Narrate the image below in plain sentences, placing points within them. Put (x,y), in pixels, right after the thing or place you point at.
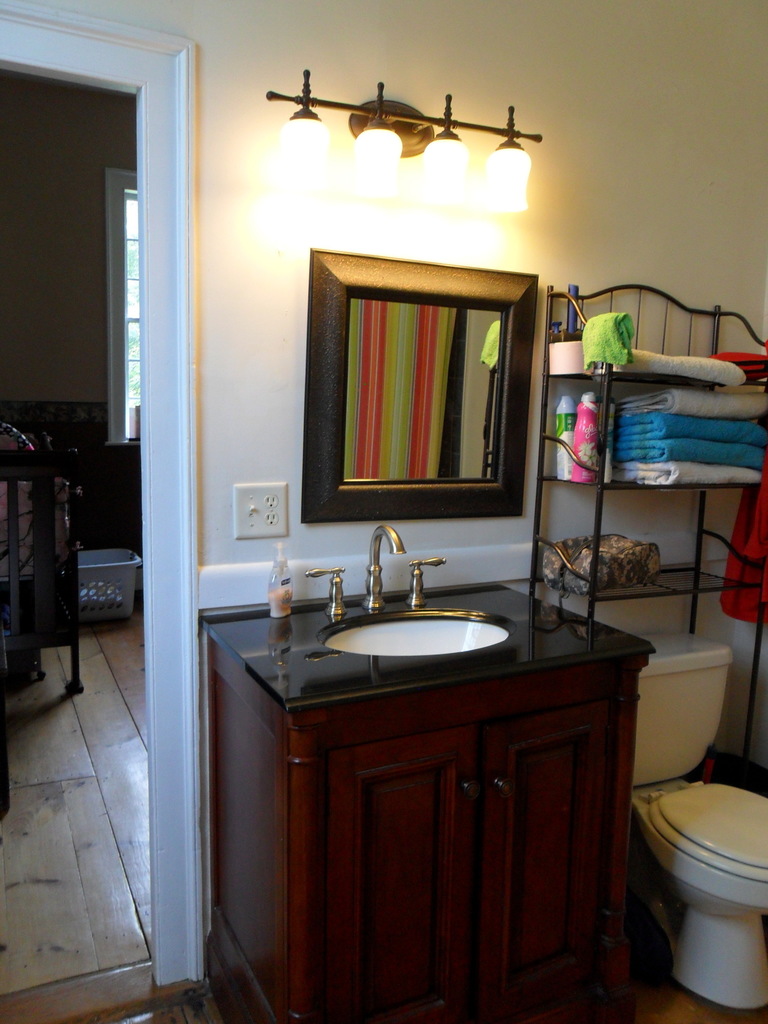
In the center of the image (411,600) there is a sink (416,569). there is a mirror (523,486). there are lights (512,199) on the wall (501,111). There is a shelf (749,329) in which there are towels (659,447). There is a toilet seat (651,785) to the right side of the image (687,916). To the left side of the image (47,17) there is door (92,21).
